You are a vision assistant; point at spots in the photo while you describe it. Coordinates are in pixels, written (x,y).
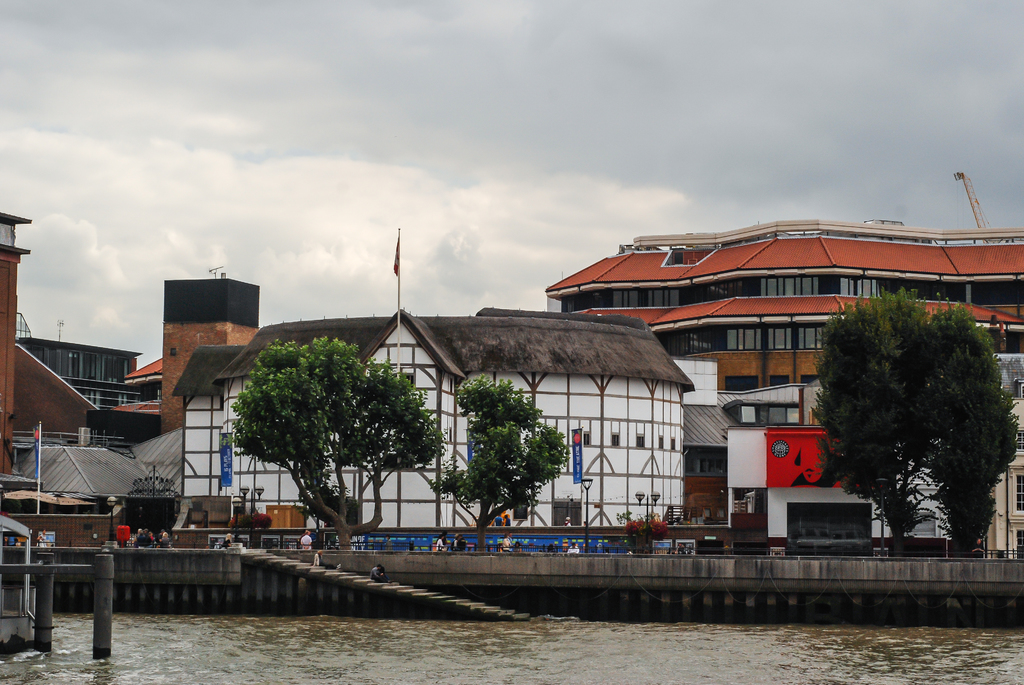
This is a picture of a city (258,569), where there is water (408,681), trees (867,476), flags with the poles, group of people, buildings (831,522), lights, and in the background (447,150) there is sky (588,173).
